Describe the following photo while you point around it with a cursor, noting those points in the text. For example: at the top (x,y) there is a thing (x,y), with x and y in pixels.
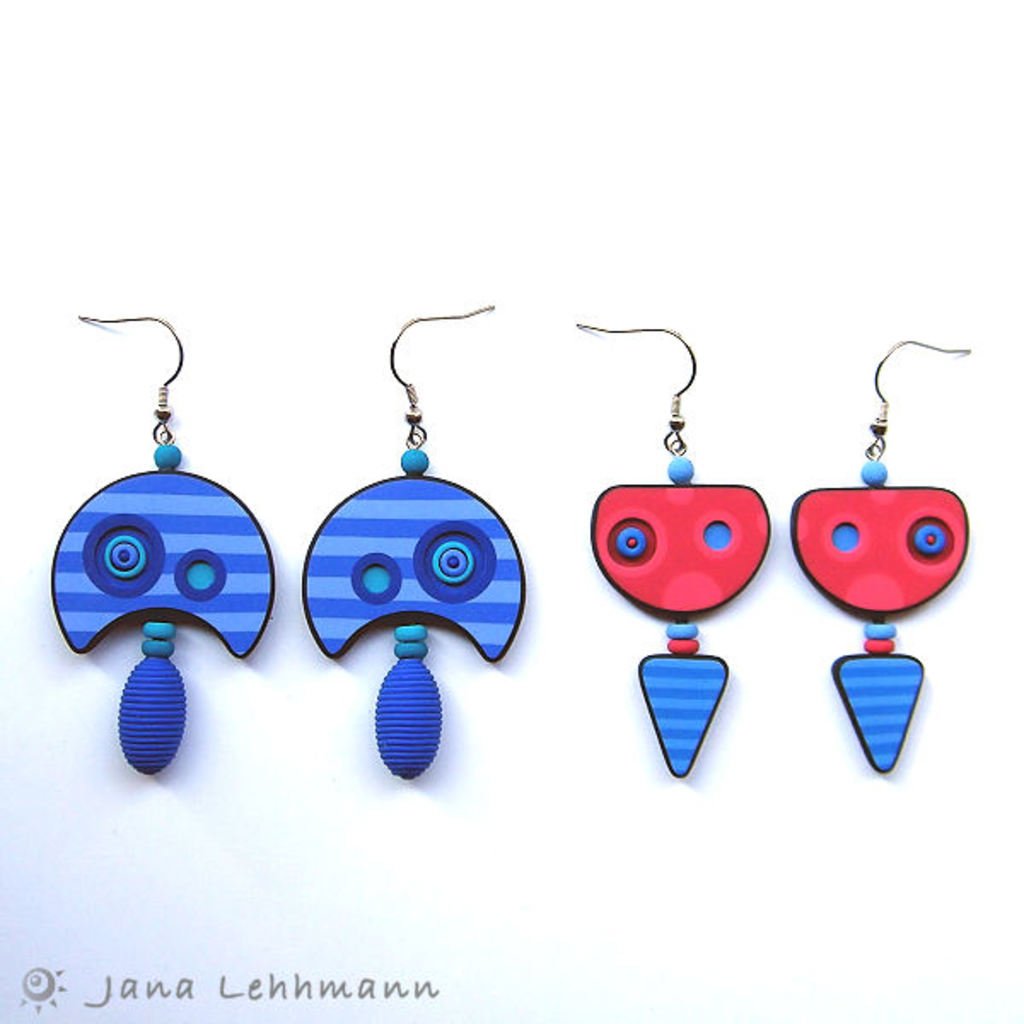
On the left side (249,588) there are 2 earrings (237,586) in blue color, on the right side (857,503) there are 2 earrings (892,568) in bright red color.
